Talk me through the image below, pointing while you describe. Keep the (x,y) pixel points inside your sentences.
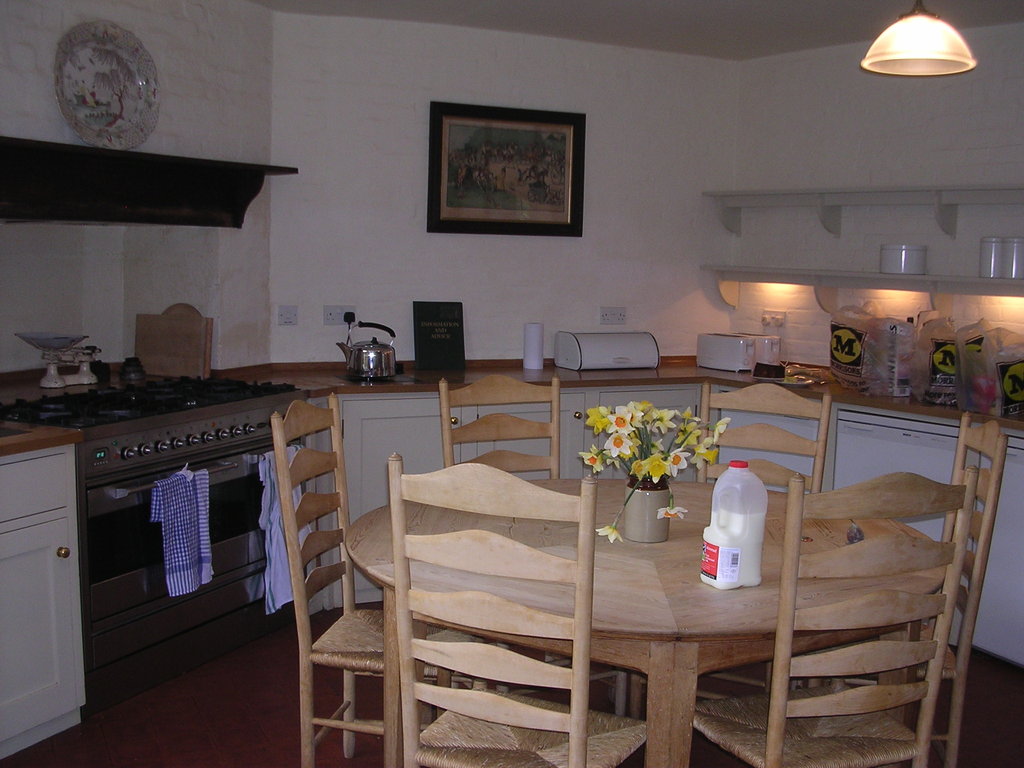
In the picture we can see wooden chairs (347,714) and wooden table (676,656) upon which flower vase (622,435) and milk bottle (740,547) are placed. Here we can see the wooden drawer (343,418), stove (246,521), clothes (290,457), kettle (366,374), toaster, few covers (891,370), photo frame (581,186) to the wall (438,235), socket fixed to the wall (269,344) and ceiling lights (969,57) in the background (954,52).
